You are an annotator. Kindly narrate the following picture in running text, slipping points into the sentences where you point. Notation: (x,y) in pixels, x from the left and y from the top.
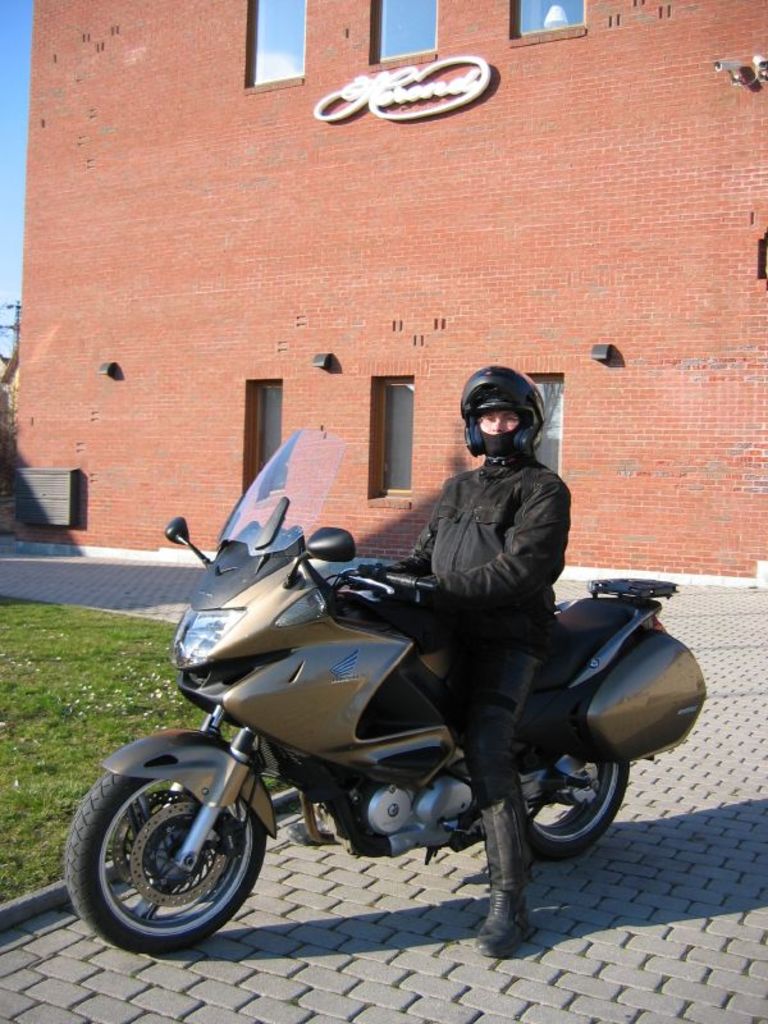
In this image there is a man (524,570) sitting in a motor bike (651,680), in a street (399,912) and beside him there is grass (140,718), flowers (134,660) and at the back ground (273,345) there is buildings (298,160), sky (17,253), cc camera (737,83), pole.
